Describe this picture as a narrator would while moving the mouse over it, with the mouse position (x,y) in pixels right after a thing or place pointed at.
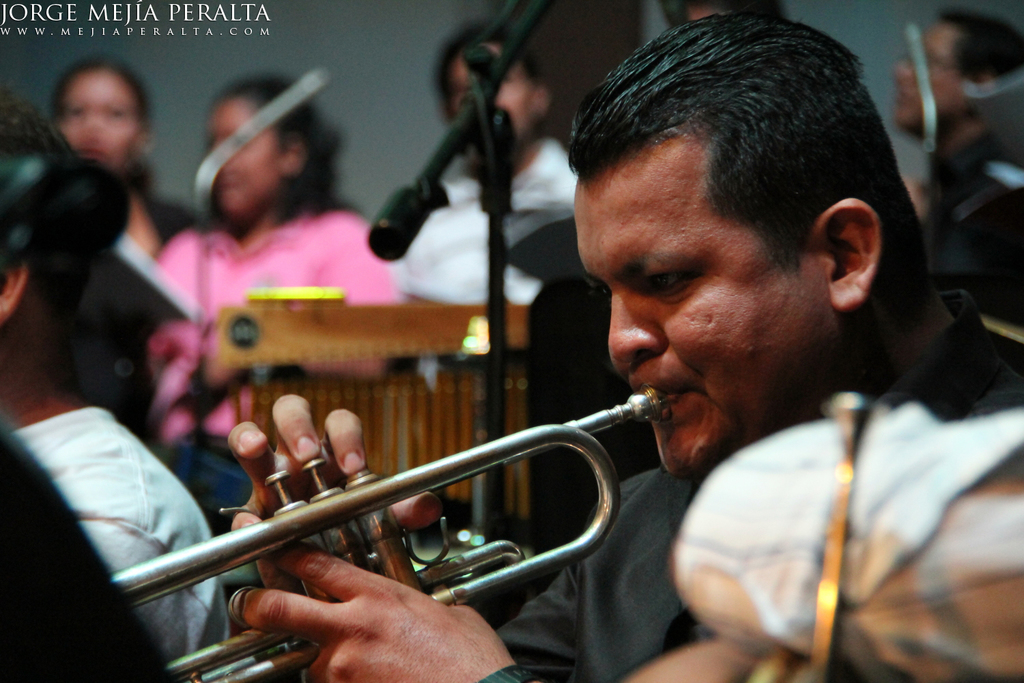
A person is playing trumpet (590,532) in the center (674,330) and there are other people (439,225) and microphones (479,79).
